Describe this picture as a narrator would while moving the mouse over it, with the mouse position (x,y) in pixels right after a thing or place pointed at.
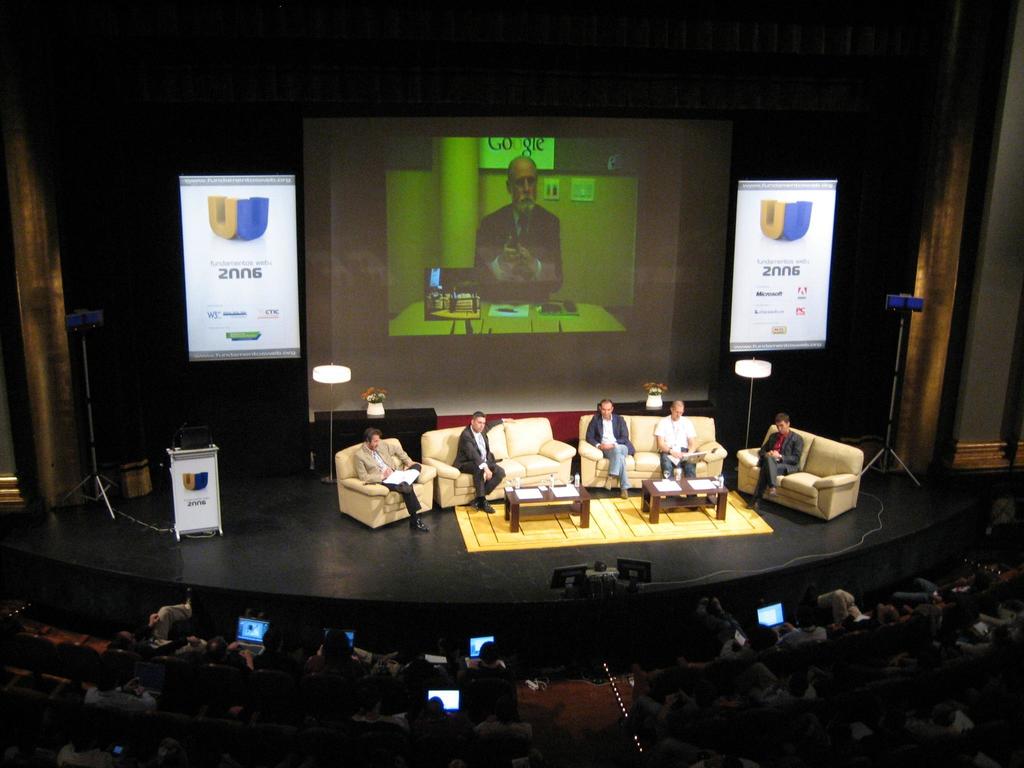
The picture is taken inside an auditorium (259,669). In the foreground (321,640) there are many people (331,641). Few are using laptops (781,611). On the stage (457,535) five people (398,484) are sitting on sofa (808,454). In front of them there are two tables (589,505). On the tables (670,499) there are papers (535,492) and bottles (675,475). In the background (432,315) there is a screen (473,209). On both sides of it there are banners (735,249). There are two tripod stands (889,424) on either sides.
